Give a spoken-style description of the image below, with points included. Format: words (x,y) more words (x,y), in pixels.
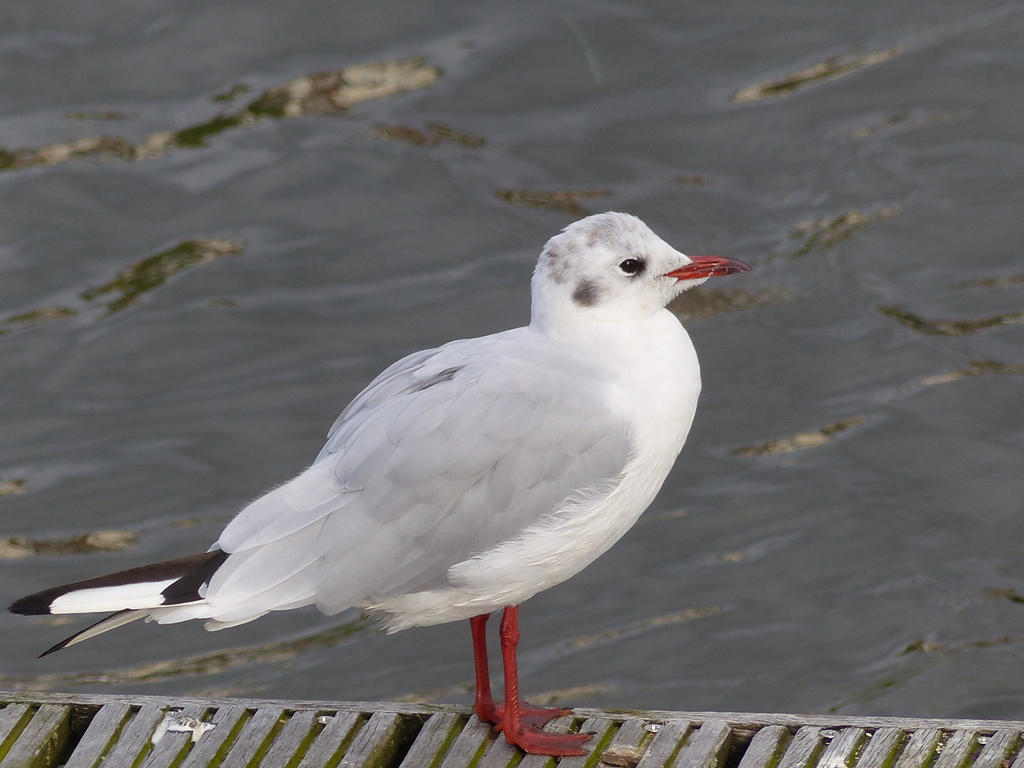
This is a bird (467,405), this is water (361,217).
